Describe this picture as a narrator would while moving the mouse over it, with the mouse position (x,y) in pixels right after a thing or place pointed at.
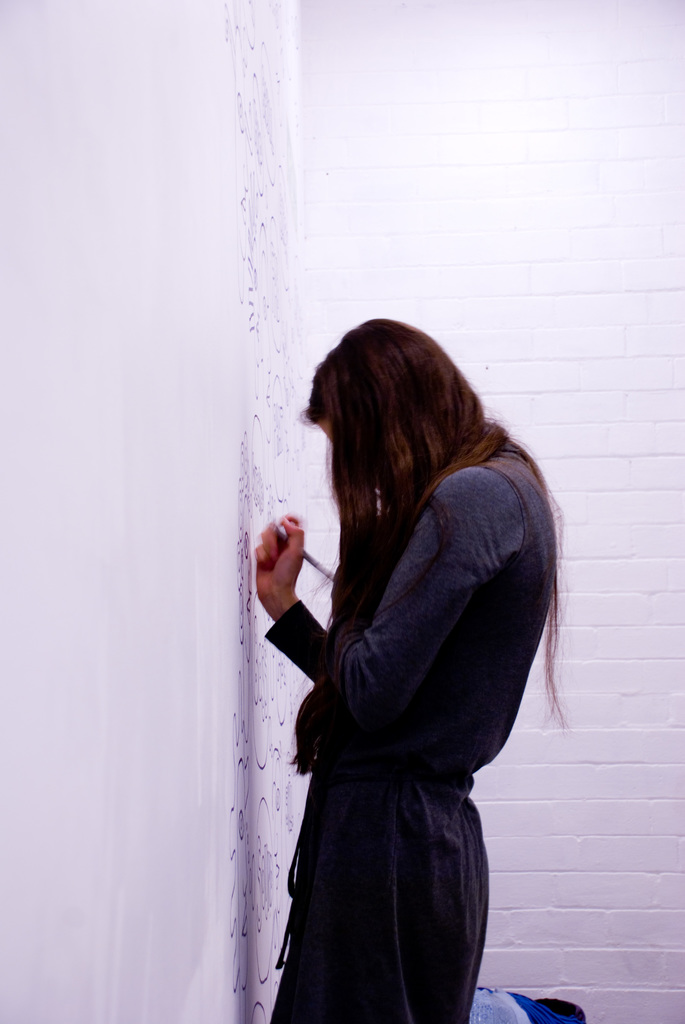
In the center of the image (358,480) there is a woman (354,864) standing at wall (234,548) holding a pen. In the background (553,251) there is a wall (411,251).
